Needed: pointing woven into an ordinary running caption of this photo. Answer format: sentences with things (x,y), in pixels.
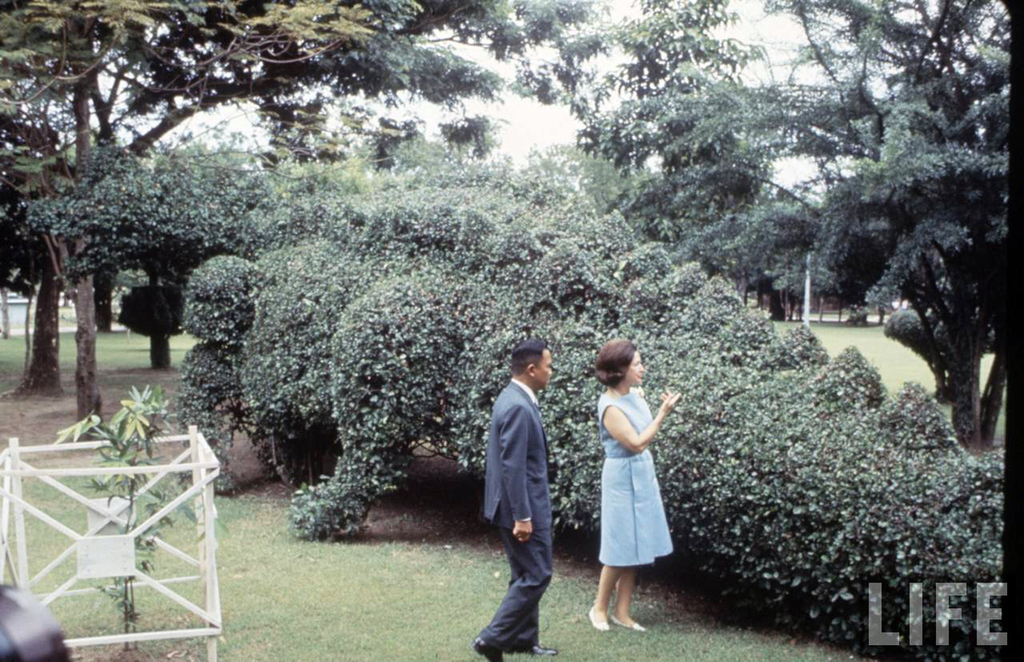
In this image we can see two persons (508,493) standing on the ground (541,638). To the right side of the image (813,586) we can see a sculpture (442,314) carved from the plants (763,446). In the background (965,311) we can see group of trees (87,159), sky (522,122).
